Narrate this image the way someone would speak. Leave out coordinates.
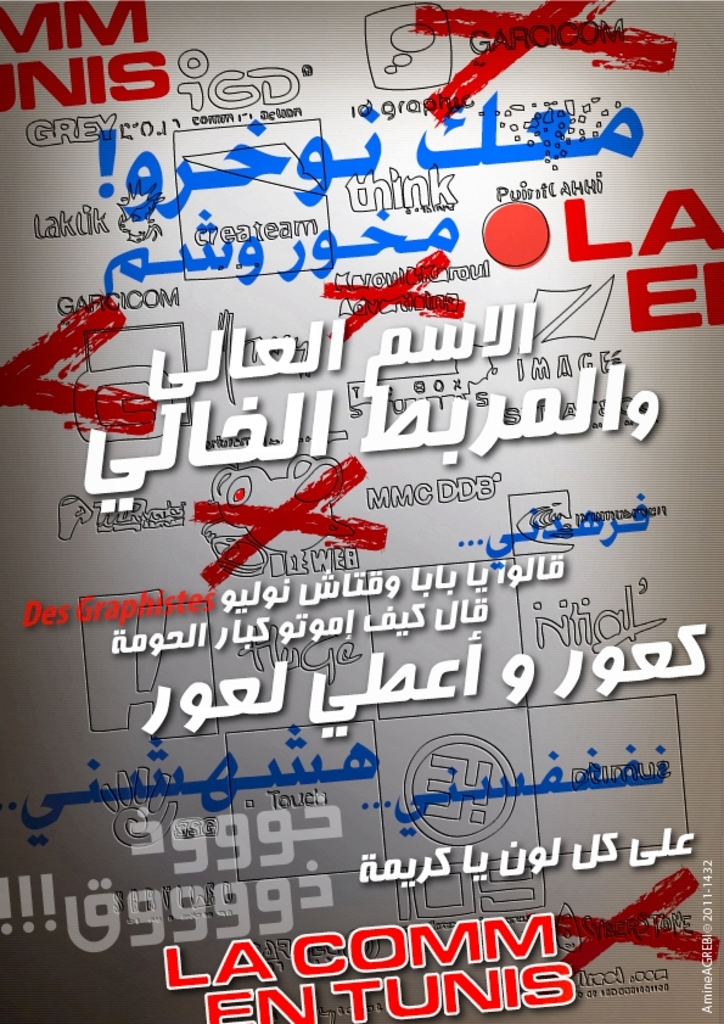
In this picture there is something written in different languages and colors.
